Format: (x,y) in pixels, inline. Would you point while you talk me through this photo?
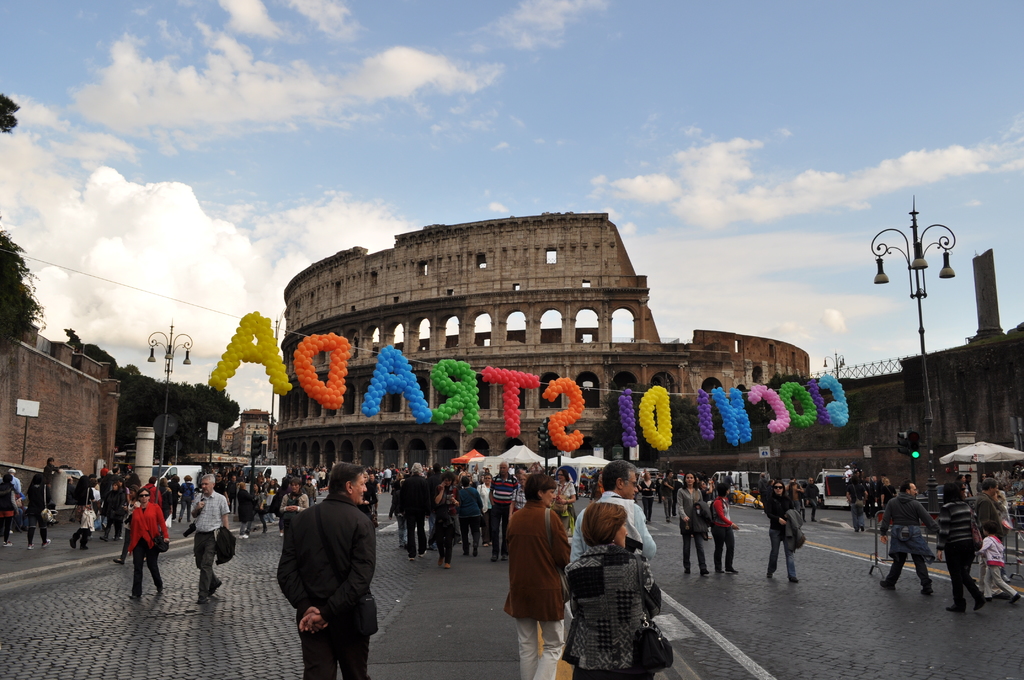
This image is taken outdoors. At the top of the image (211,184) there is the sky (227,77) with clouds (365,69). At the bottom of the image (473,654) there is a road (505,640). In the background (138,408) there are a few trees (182,402). There are a few buildings (236,441). In the middle of the image (416,307) there is an architecture (442,300) with walls (472,293), windows (515,333) and pillars (377,441). There are a few stalls (992,455) with tents (556,461). There are a few poles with street lights (170,363). There are many balloons (646,430). Many people (3,499) are walking on the road (743,529) and a few (978,521) are standing on the road (318,502). A few vehicles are parked on the road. There are a few boards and there is a signal light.
